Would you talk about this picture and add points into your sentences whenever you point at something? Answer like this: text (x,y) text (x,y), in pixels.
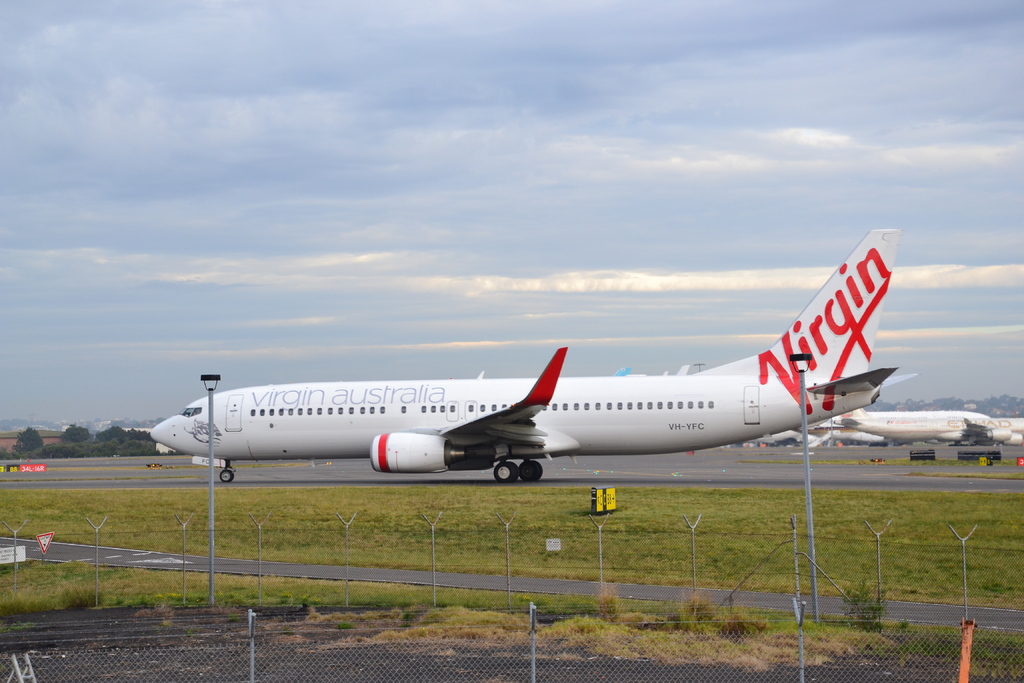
In this image we can see few airplanes (896,418) on the ground (445,504), there are poles (345,537), trees (103,440), boards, grass (629,523) and some other objects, in the background (766,165), we can see the sky (261,119) with clouds (261,120).
